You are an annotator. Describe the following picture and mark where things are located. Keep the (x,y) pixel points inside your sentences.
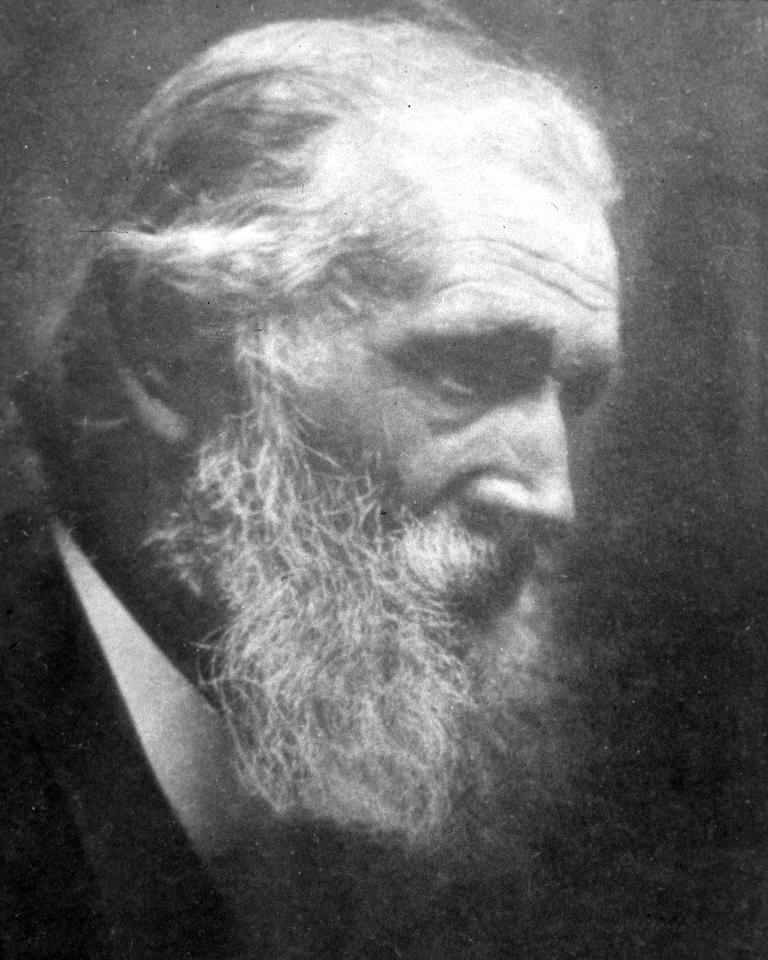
It is a black and white picture. In this image, we can see an old person (276,644).
